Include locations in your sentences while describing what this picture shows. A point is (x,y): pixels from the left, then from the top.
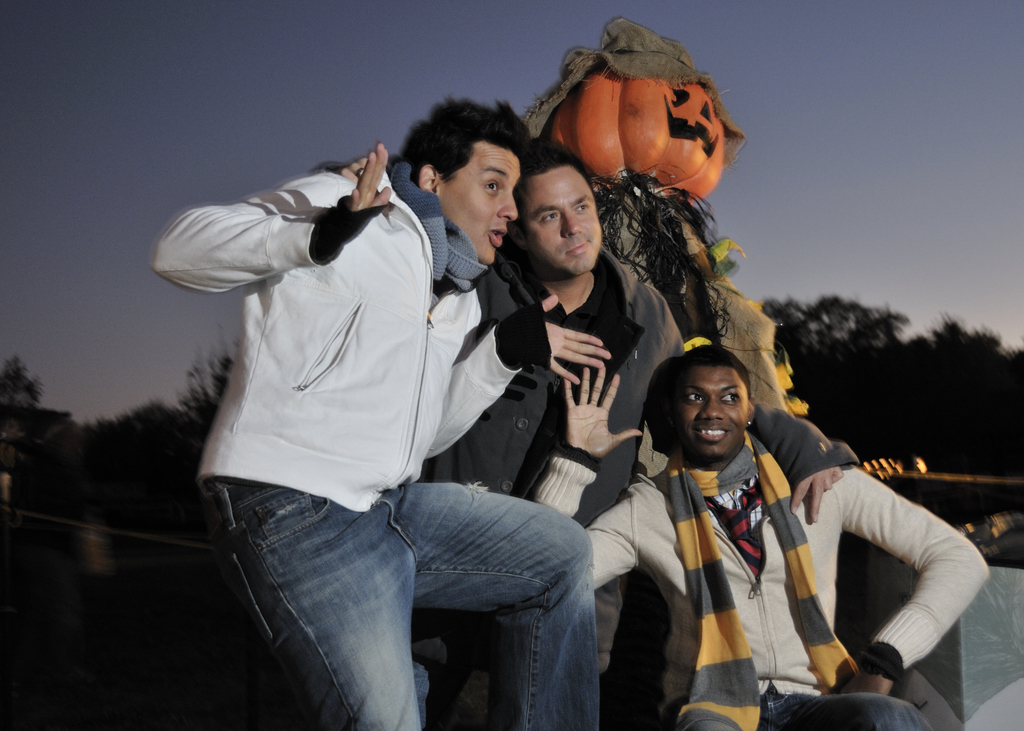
In this image I can see three persons (363,366). In front (375,275) the person (349,396) is wearing white color shirt (263,343). In the background (638,168) I can see the statue (665,205), few trees (972,432) and the sky (300,132) is in blue and white color.
